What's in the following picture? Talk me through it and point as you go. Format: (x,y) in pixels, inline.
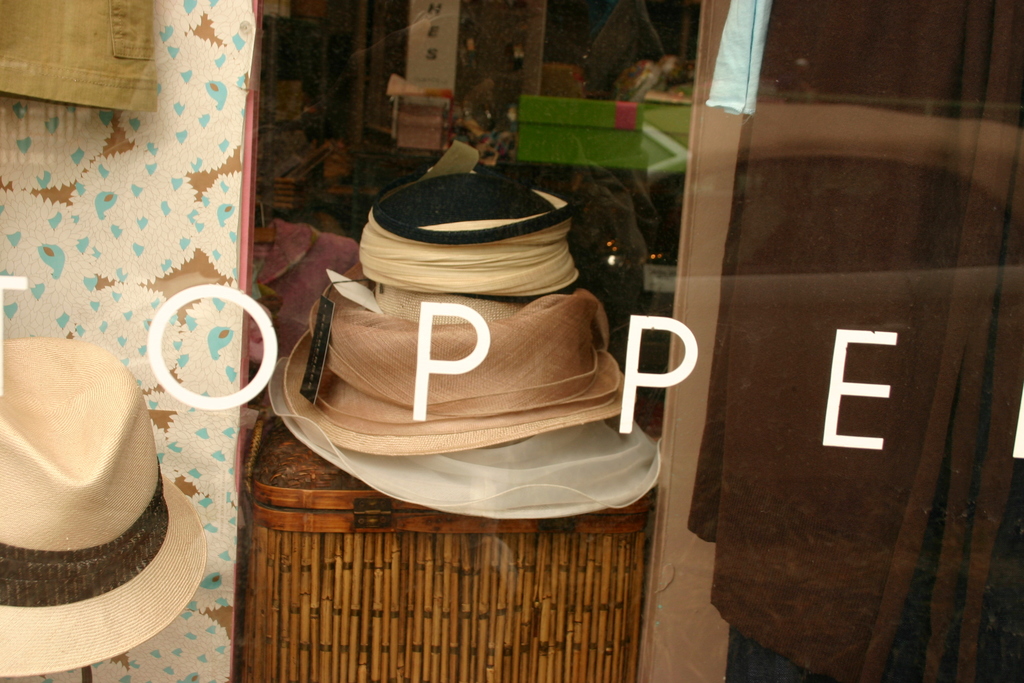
In this image we can see hats (377,410), wooden box (306,477) and a few more objects (924,165). Here we can see some edited text (847,391).
